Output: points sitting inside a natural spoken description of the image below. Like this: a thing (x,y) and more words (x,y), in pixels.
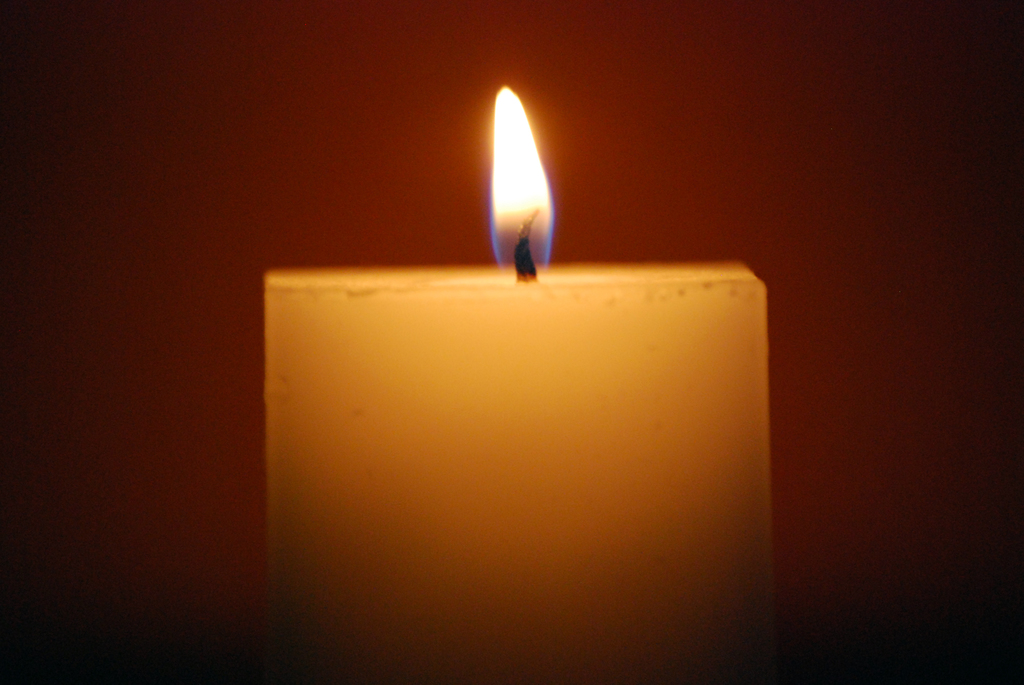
In the center of the image (487,289) we can see a candle (558,375). In the background (256,182) there is a wall (575,82).
